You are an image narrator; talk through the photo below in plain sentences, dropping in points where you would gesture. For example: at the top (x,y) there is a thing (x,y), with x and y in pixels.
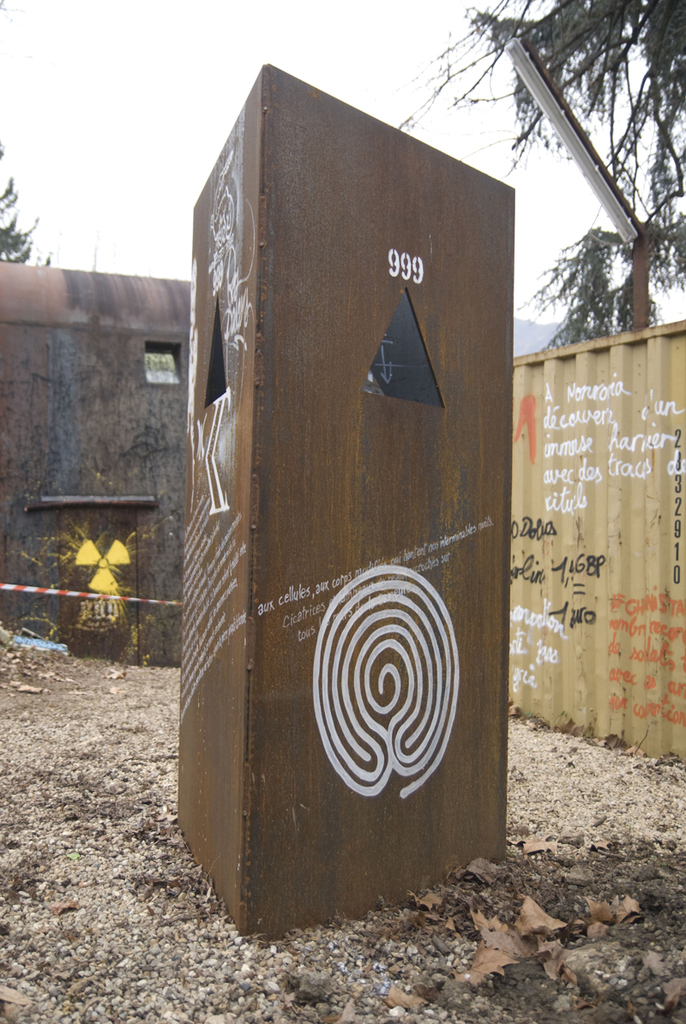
In this picture, it seems like a metal pillar (251,517) in the foreground area of the image (336,596), there is a container (556,396), tube light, wall (98,293), trees (566,286) and the sky (528,118) in the background (362,108).
